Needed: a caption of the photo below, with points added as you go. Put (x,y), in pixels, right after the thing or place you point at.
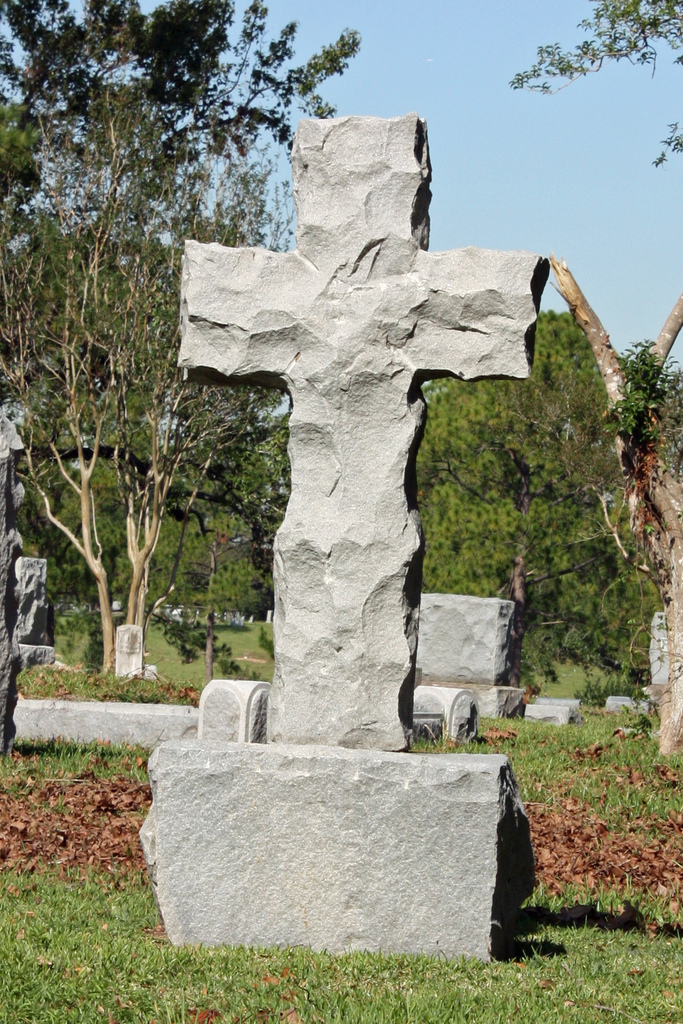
In the center of the image (293,439) we can see stone cross (346,513) in graveyard (61,807). In the background of the image (222,464) trees (142,466) are present. At the bottom of the image (123,956) grass (93,924) is there. At the top of the image (505,159) sky (518,176) is present.
